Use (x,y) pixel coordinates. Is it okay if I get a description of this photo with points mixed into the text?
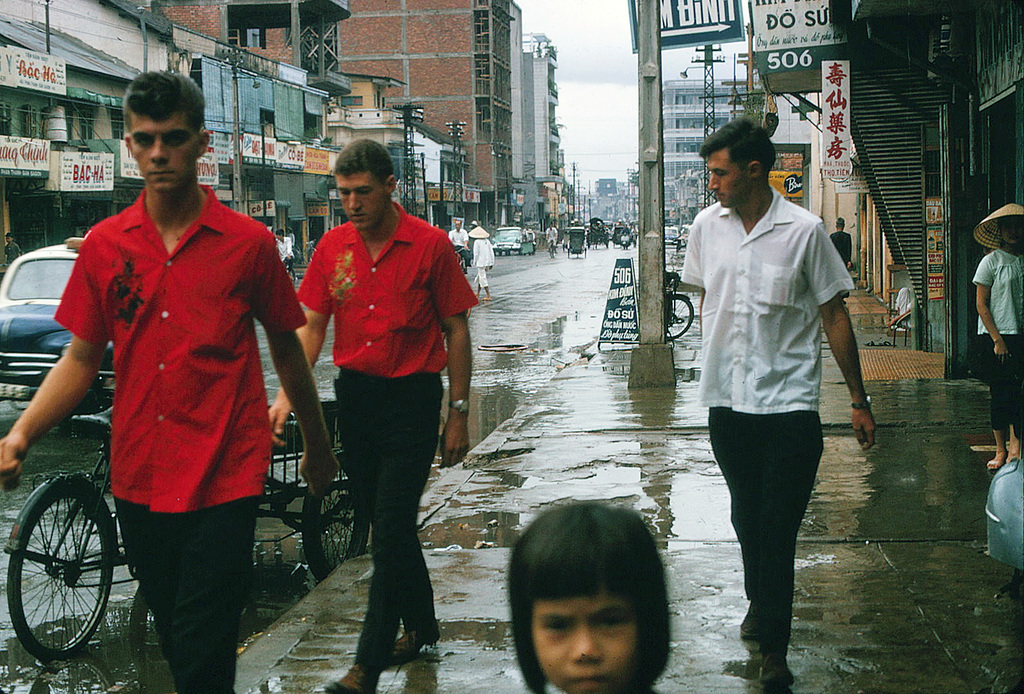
In this image there are group of persons (390,374) walking. In the background (596,247) there are vehicles (594,239), there are persons (475,260) and there are buildings (537,115) and there are boards (259,142) with some text (829,145) written on it and the sky (619,102) is cloudy and floor (528,386) is wet.
